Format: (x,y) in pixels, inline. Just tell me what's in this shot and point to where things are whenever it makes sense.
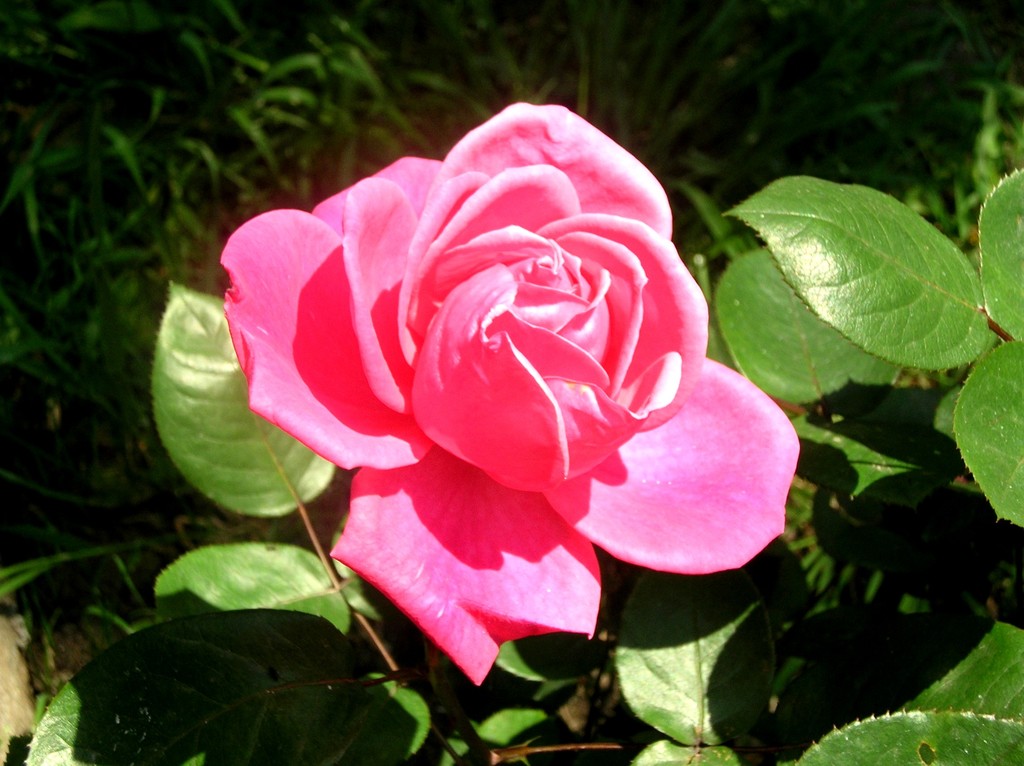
In this image we can see a rose (497,381), and some plants (289,164), and the background (760,51) is blurred.
